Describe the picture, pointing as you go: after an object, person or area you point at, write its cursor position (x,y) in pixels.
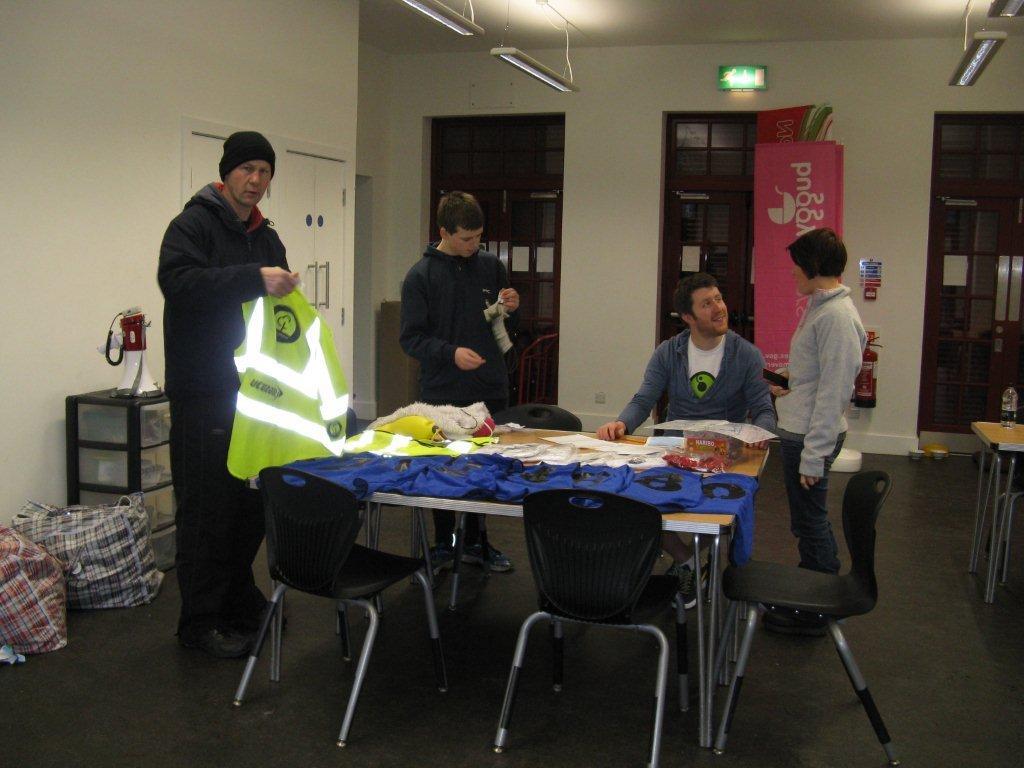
in this image I can see four persons (744,399), three are standing and one is sitting. Two people (444,300) are black jackets (404,285) and one wearing blue jacket (730,379). The person (247,154) from the left side (250,172) is wearing a black color cap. on the left side of this image (83,587) I can see two bags (70,579) on the floor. Beside these bags (94,524) there is a cabinet (122,485). In the center of this image (558,466) there is a table (556,453) and having some chairs (638,585) around it. I can see some clothes (473,473) on the table (416,504). In the background (607,156) there is a white color wall (620,151) and there are three windows (744,231). On the top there is a light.
